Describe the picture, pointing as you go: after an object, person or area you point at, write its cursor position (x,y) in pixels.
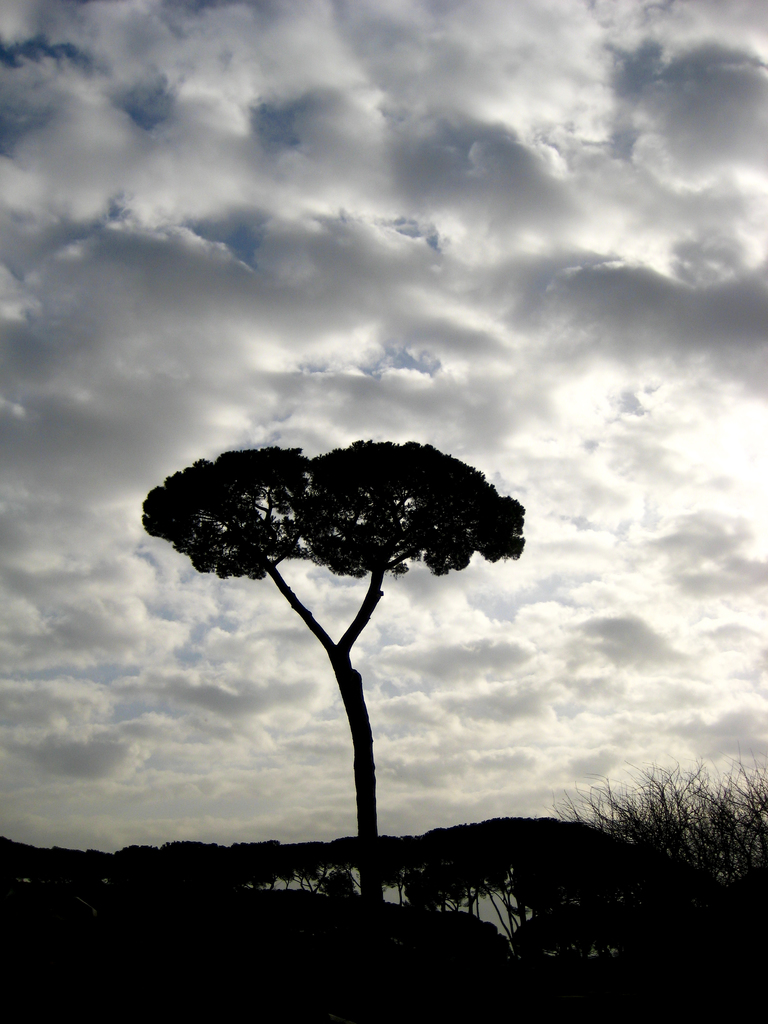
In the middle of this image (380,556) there is a tree (253,514). At the bottom (388,953) there are many plants (365,948) and also I can see the sky (481,895). At the top of the image (410,232) I can see the sky (235,231) and clouds (510,128).
